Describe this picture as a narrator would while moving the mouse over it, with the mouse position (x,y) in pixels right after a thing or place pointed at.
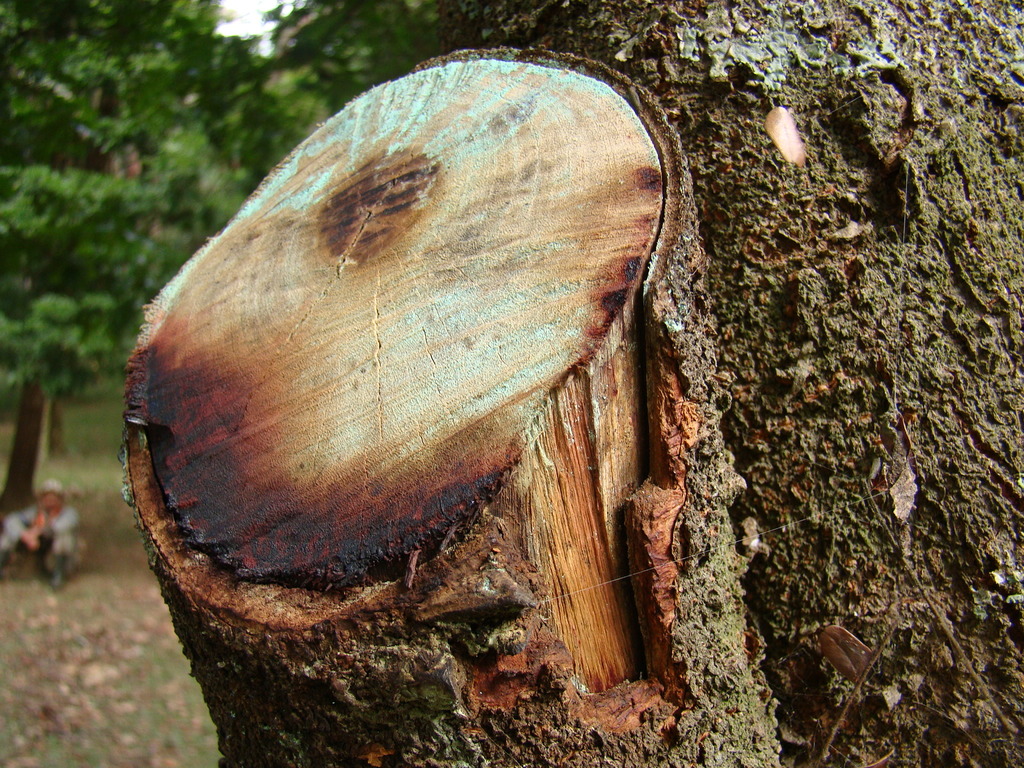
In this image we can see the tree trunk (614,127). The background of the image (71,33) is blurred, where we can see a person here and trees (154,163).
